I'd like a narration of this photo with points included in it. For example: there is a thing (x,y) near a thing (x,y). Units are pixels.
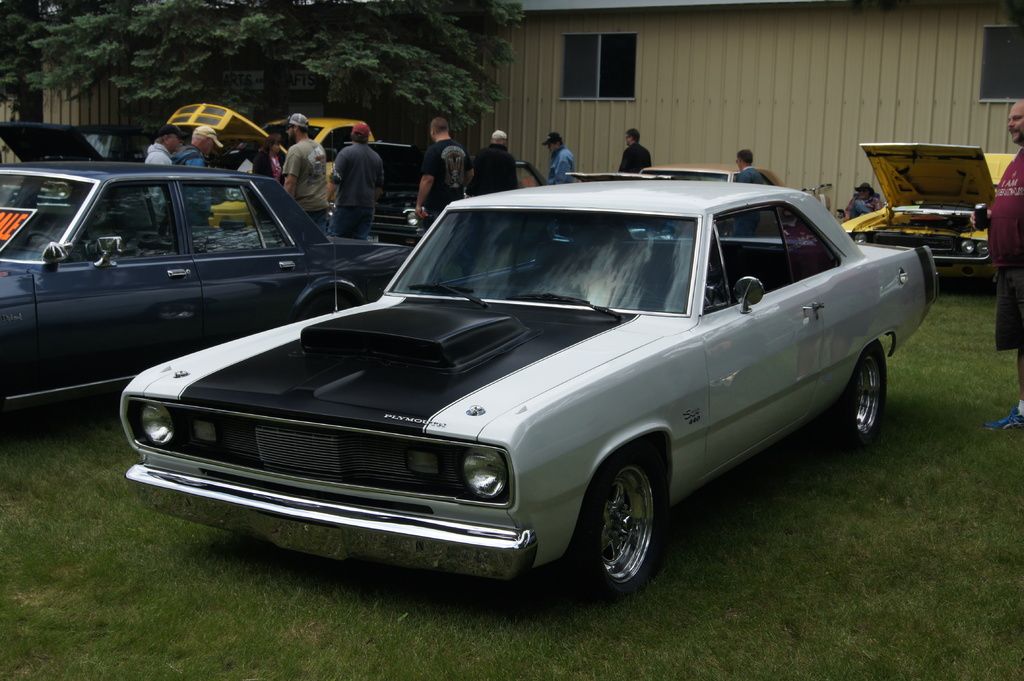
This is an outside view. Here I can see few cars (295,267) on the ground (200,634) and there are few people (373,162) standing. At the bottom (361,636), I can see the grass (428,658). In the background (764,61) there is a shed (710,73) and trees (214,46).
